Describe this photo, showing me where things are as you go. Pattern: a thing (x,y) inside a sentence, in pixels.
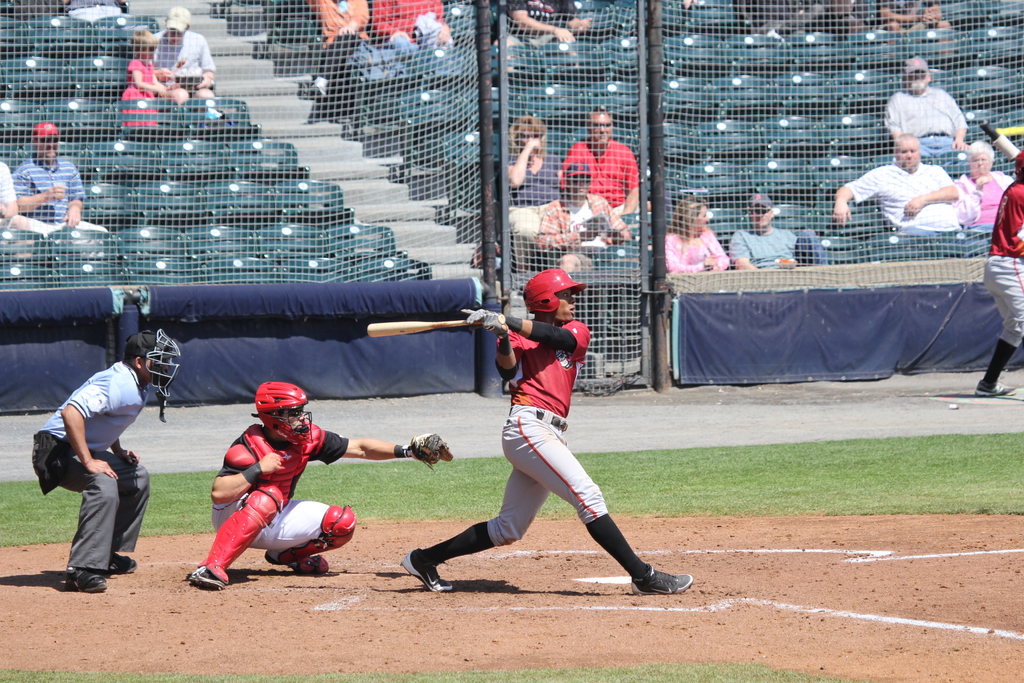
In this picture we can see helmets (307,394), gloves (417,453), bat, shoes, grass (734,481) and four people (118,400) standing on the ground (495,583) and in the background (136,96) we can see a group of people (136,79) sitting on chairs (171,221), steps (243,44), fencing net (341,116), cloth (830,331).
